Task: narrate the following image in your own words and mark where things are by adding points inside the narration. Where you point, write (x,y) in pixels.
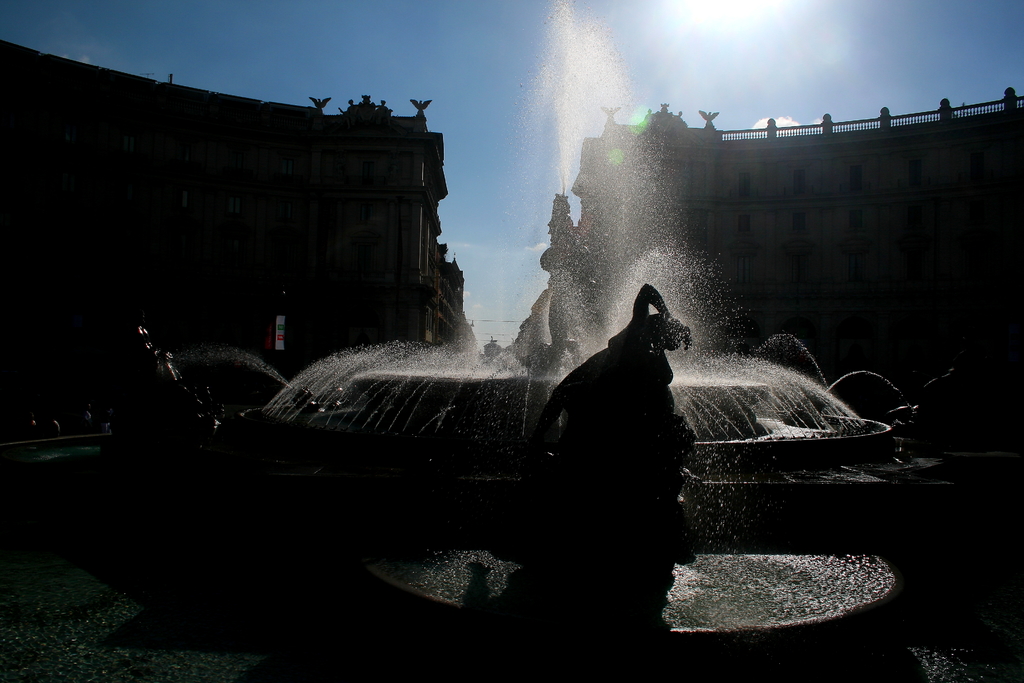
As we can see in the image there are buildings (264,286). There is a fountain (615,286) and statue (667,407). At the top (536,54) there is sky (642,73) and the image is little dark.
